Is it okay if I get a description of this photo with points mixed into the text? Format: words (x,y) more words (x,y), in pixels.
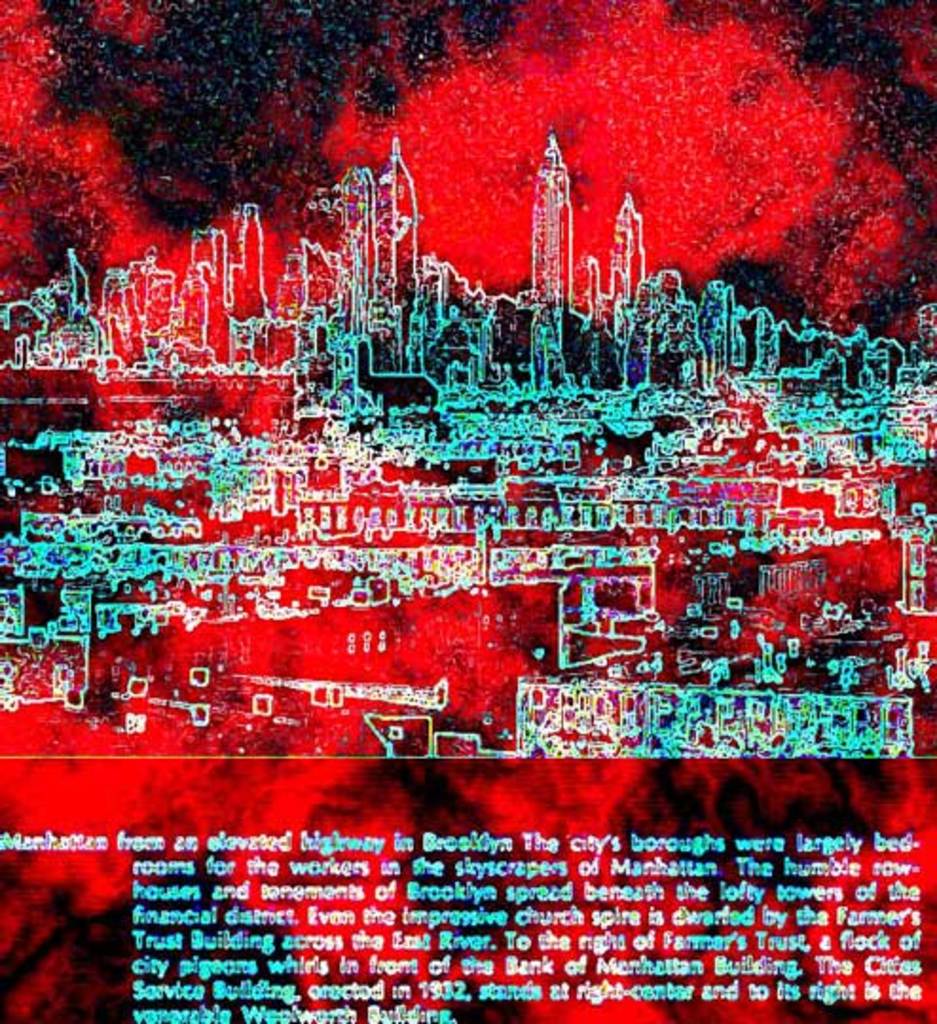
This is a graphical picture and in this picture we can see buildings (505,419) and some text (731,948).
